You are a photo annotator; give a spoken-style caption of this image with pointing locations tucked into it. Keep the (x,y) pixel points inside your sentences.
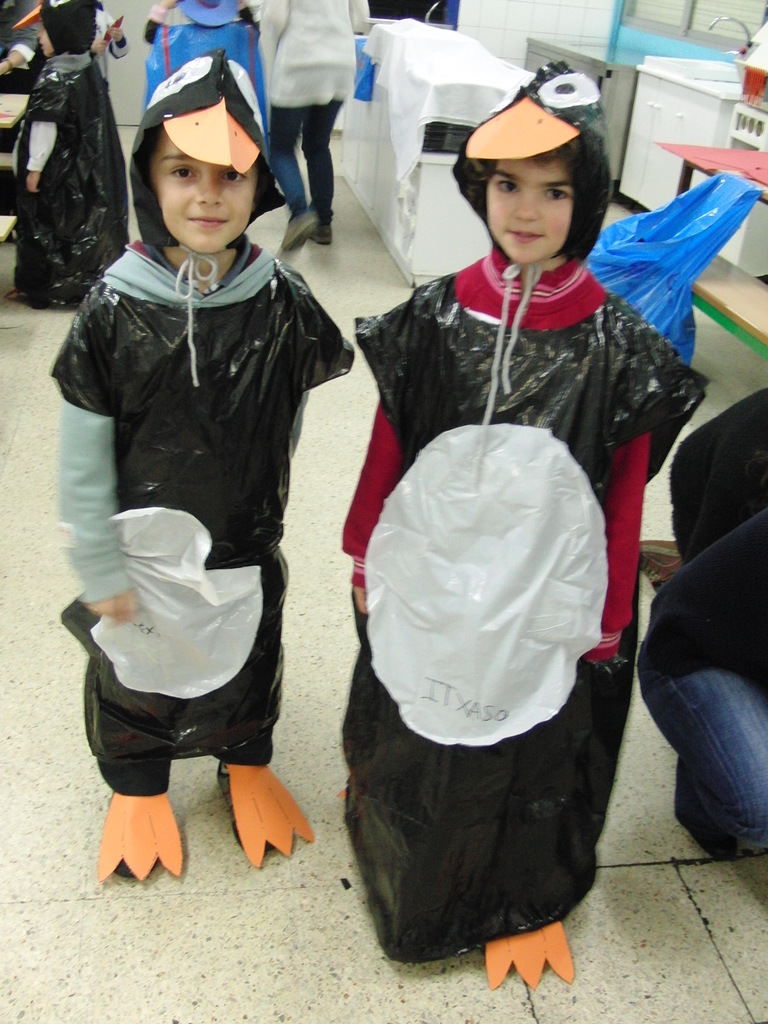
In this image children (376,524) wore costumes (442,417) and we can see people (319,21). Background of the image (706,76) there are tables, sink (675,76) along with cupboard (675,99), wall (575,29), floor (376,251), plastic cover (359,93) and cloth (447,101).
